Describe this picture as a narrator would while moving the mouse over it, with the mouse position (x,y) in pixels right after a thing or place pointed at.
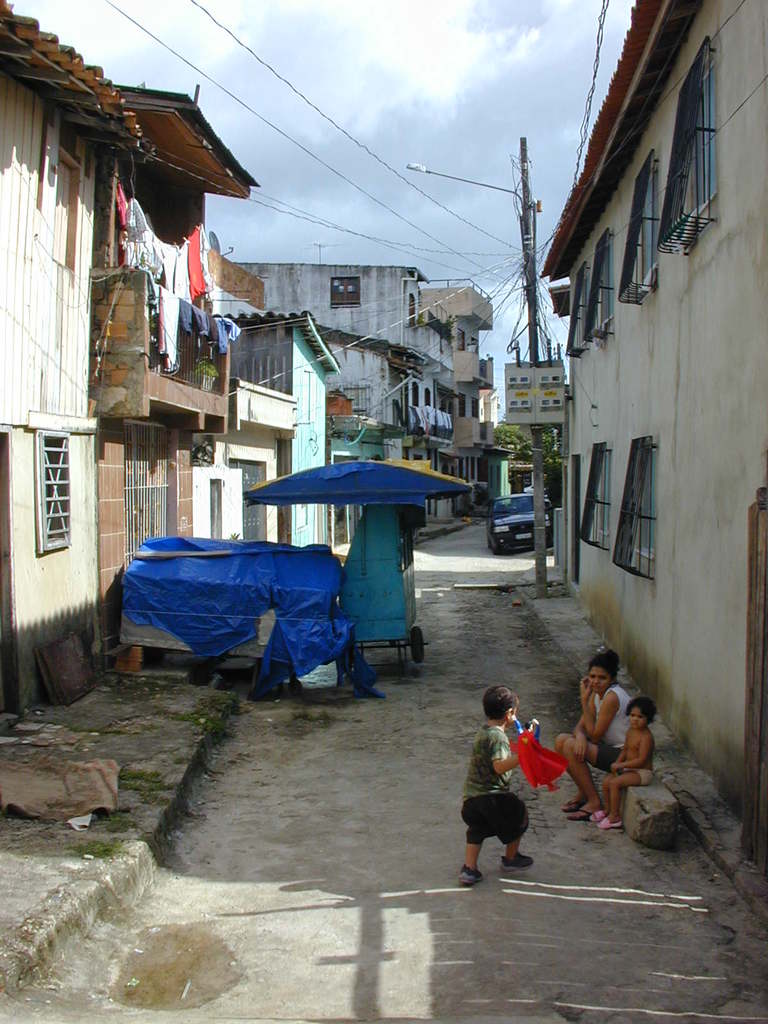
In this image, we can see a street (293,764) in between buildings (300,360). There is a pole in front of the building (638,370). There is a moving stall (318,486) in the middle of the image (405,583). There are some kids (606,796) in the bottom right of the image (623,786). There is a sky (441,74) at the top of the image (374,71).
